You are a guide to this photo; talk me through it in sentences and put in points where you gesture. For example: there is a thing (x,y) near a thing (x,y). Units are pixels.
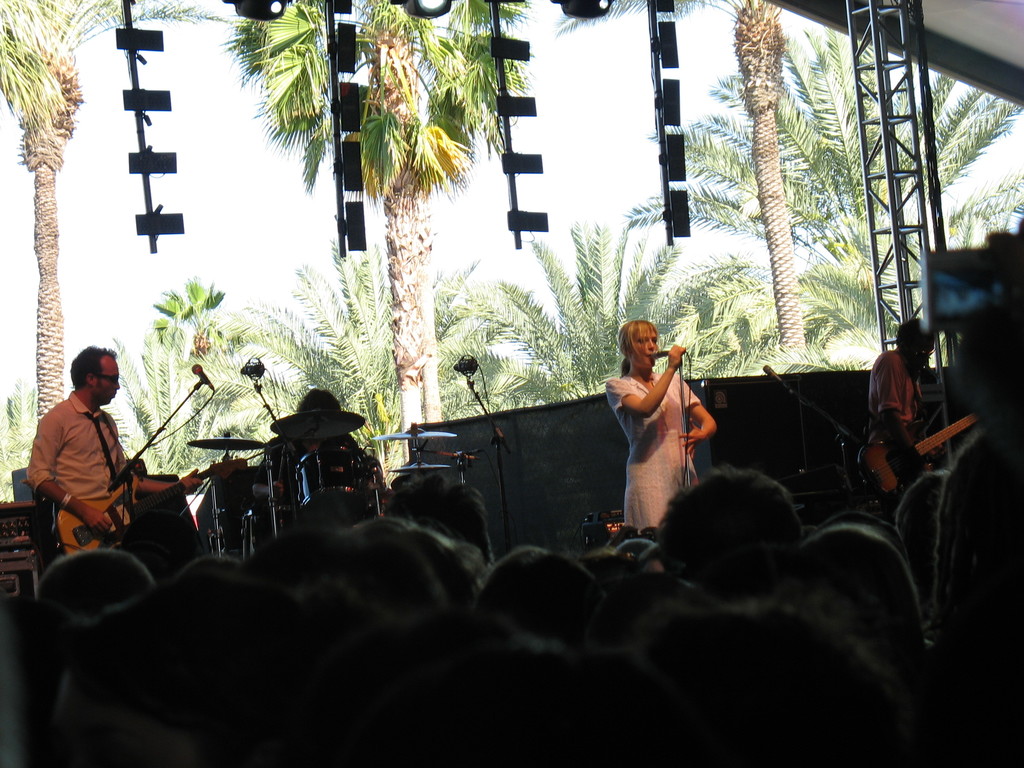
In this image I see 2 men (73,395) who are holding the guitar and I see a woman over here and lot of people (725,544) over here. In the background (16,439) I see lot of trees (39,33), a person (332,394) near the drums (371,465) and the rod (926,140).
